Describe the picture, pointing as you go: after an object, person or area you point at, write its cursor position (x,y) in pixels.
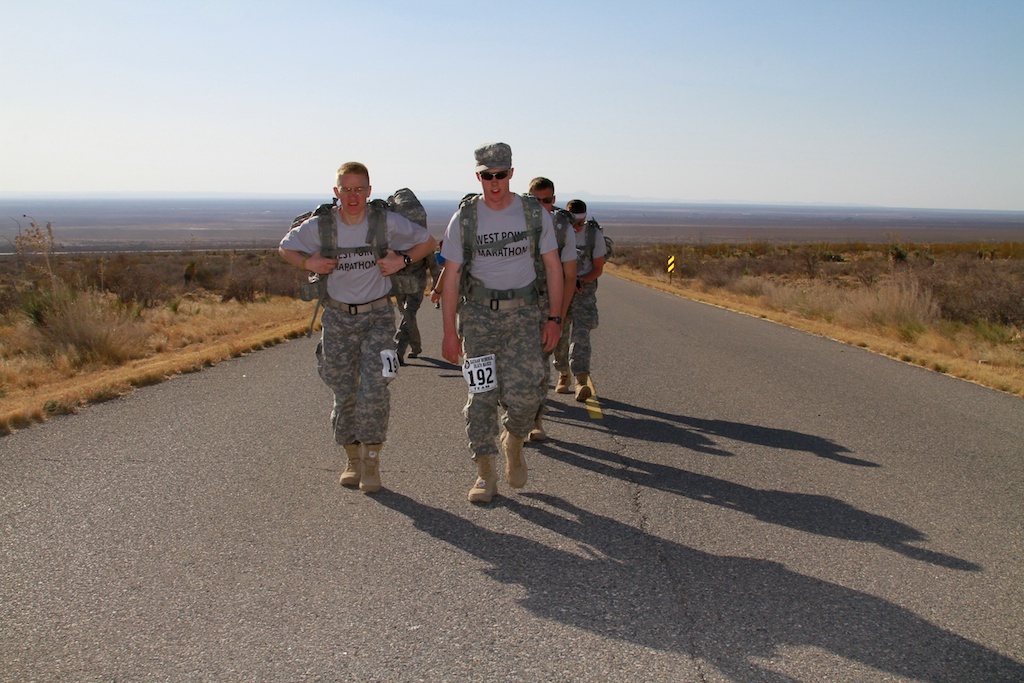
In this image I can see some people (482,331) walking on the road (491,559). On the left (159,310) and right side (814,316), I can see the grass (124,293). In the background (453,162), I can see the sky (493,86).
